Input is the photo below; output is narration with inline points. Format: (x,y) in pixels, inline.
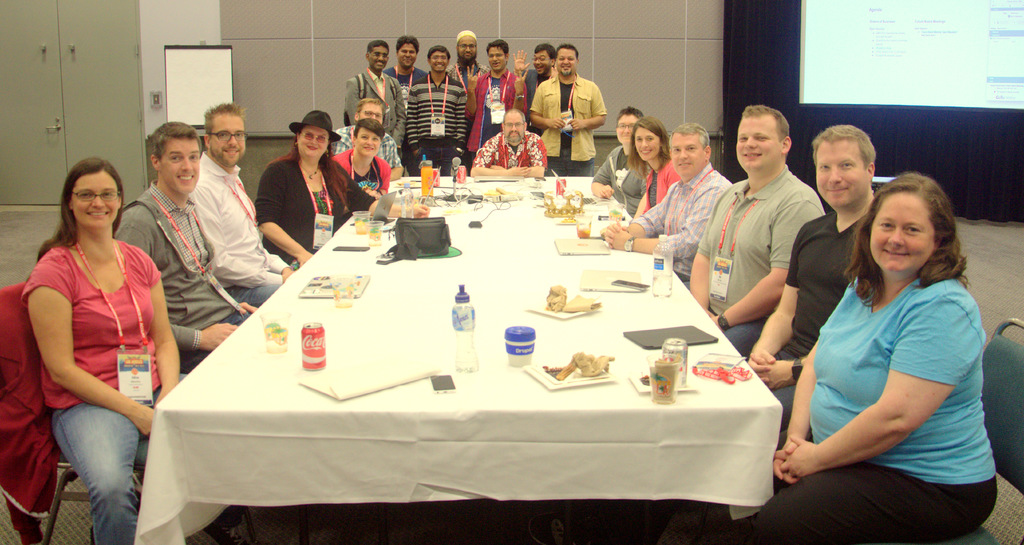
In this picture there are many people (169,268) sitting on the tables (504,301) with books (660,340), water bottle (460,333) and bags (413,250) on top of them. In the background (377,76) we observe few people (437,78) standing and posing for the picture. To the left side of the image (110,113) there are two compartments of storage (60,95) and to the right side (830,70) there is an LCD screen (833,47) where information (887,21) is displayed.
